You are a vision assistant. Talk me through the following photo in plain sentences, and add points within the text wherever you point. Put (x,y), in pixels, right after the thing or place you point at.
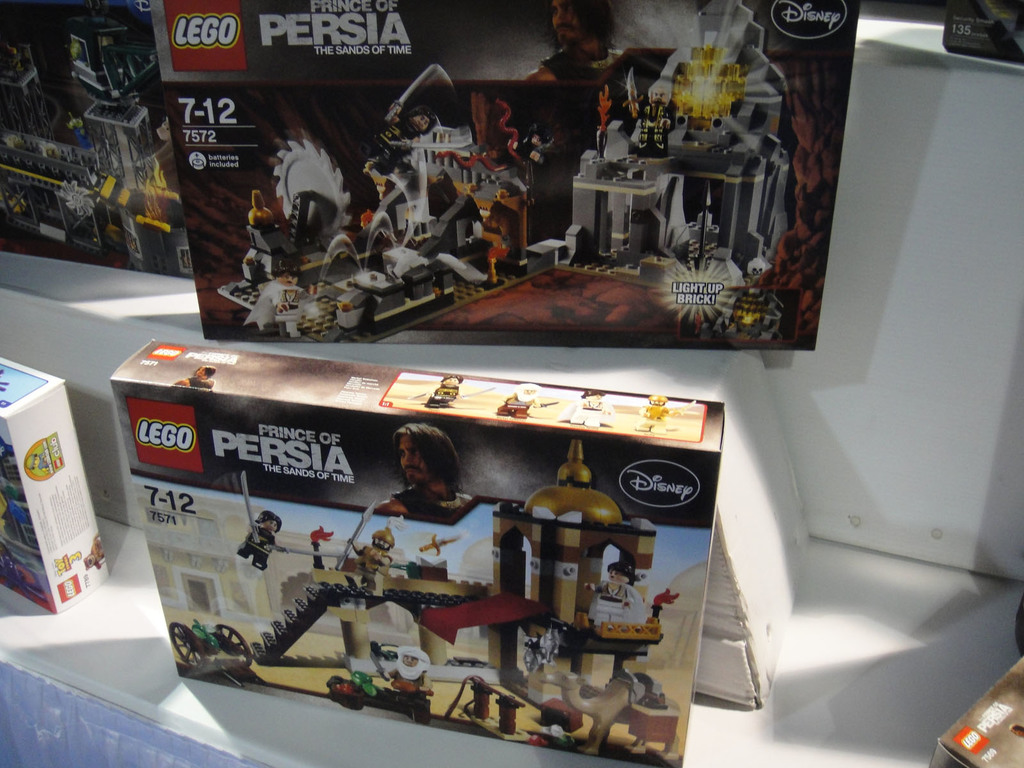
In this picture I can see the boxes (421,418). I can see toy pictures (367,539) on the box (373,574).
